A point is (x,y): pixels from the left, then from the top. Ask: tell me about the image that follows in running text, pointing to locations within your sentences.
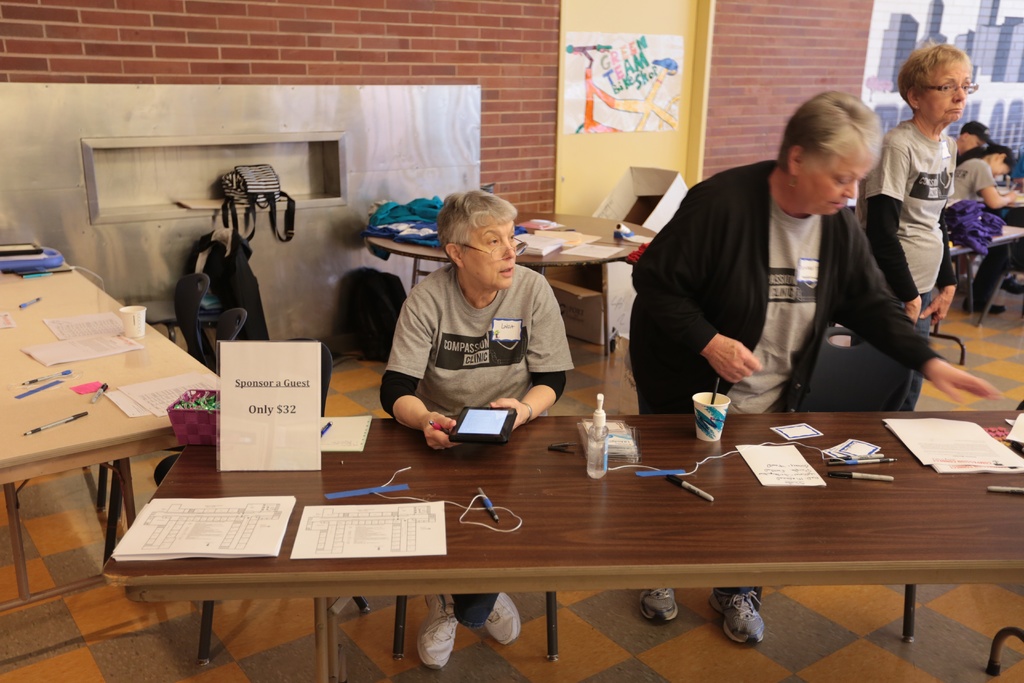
In this image I see 3 women (711,196), in which one of them is sitting and rest of them are standing, I can also see few tables (530,462) over here on which there are few things (481,434). In the background (1015,135) I see few more people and the wall (234,0).
